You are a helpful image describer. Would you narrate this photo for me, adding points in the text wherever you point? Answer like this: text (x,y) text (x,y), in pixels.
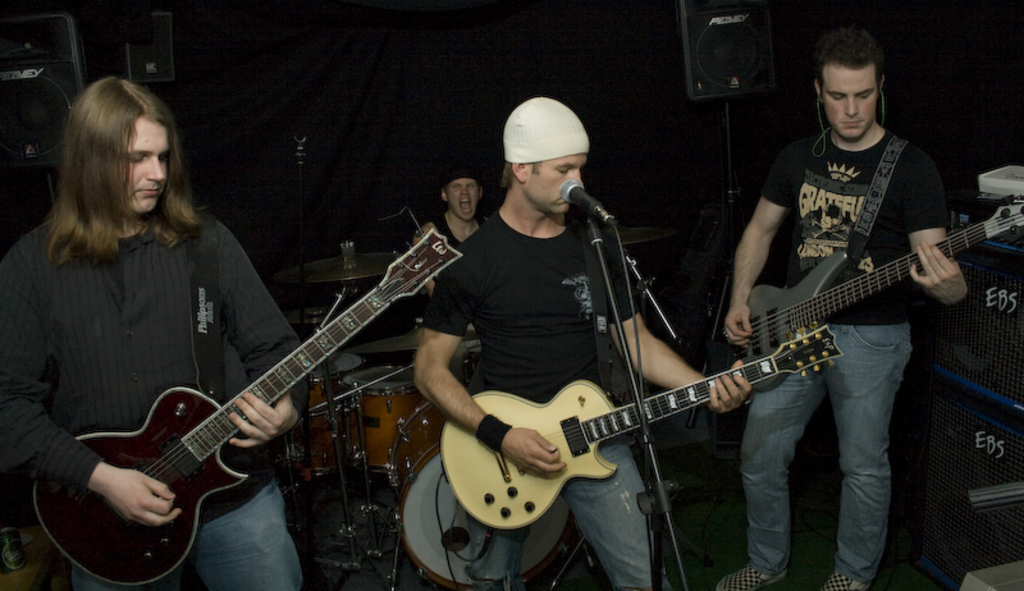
Here we can see a group of people (564,179) are standing on the stage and playing the guitar (415,267), and in front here is the microphone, and at back (456,192) here are a person (443,226) is sitting and playing the musical drums (385,348).
